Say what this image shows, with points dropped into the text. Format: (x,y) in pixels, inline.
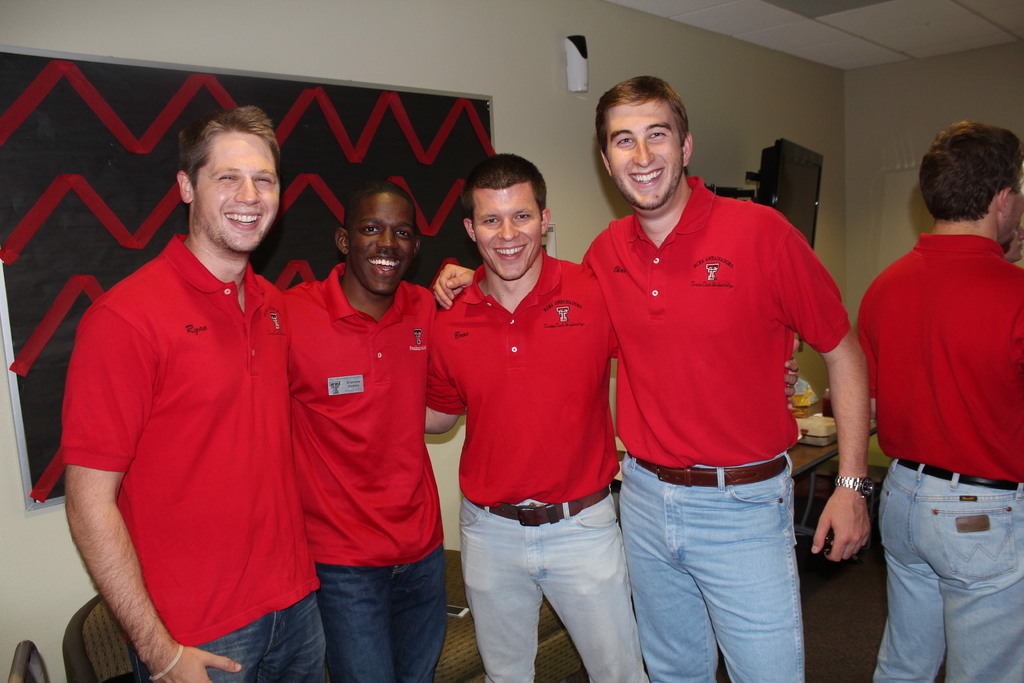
In the image we can see there are men (545,421) standing and they are wearing red colour t shirt (884,366). Behind there is a board (31,264) kept on the wall (519,85) and there are other items (99,669) kept on the ground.
